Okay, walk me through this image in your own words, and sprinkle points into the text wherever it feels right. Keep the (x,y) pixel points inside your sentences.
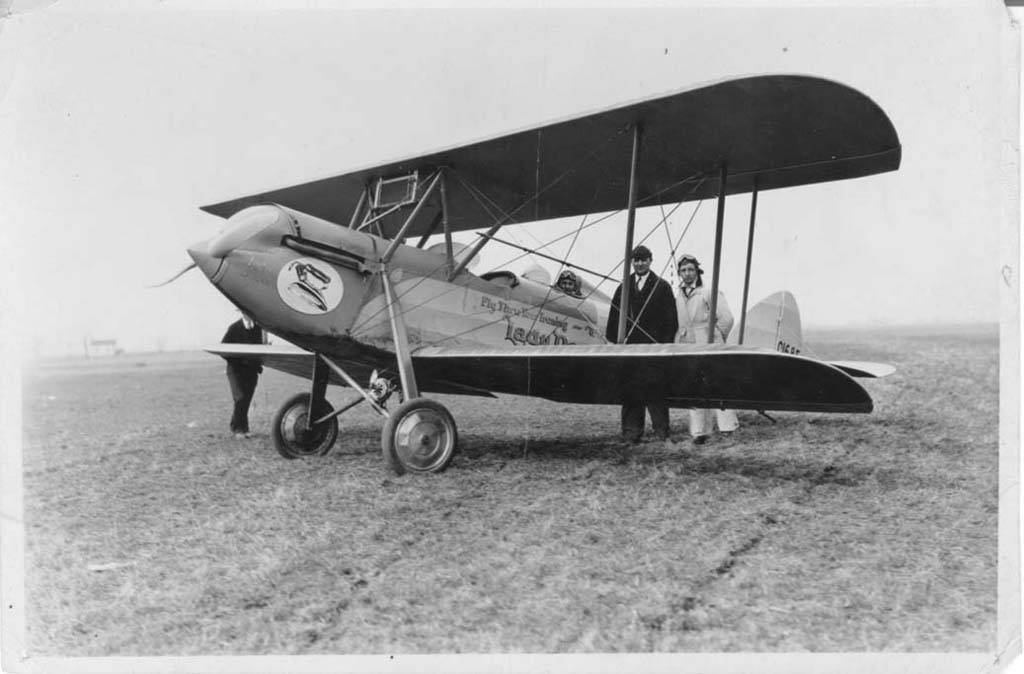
This is black and white picture where we can see a plane (395,313) and three person (688,336) are standing beside it. The land (593,516) is covered with grass (220,499).
